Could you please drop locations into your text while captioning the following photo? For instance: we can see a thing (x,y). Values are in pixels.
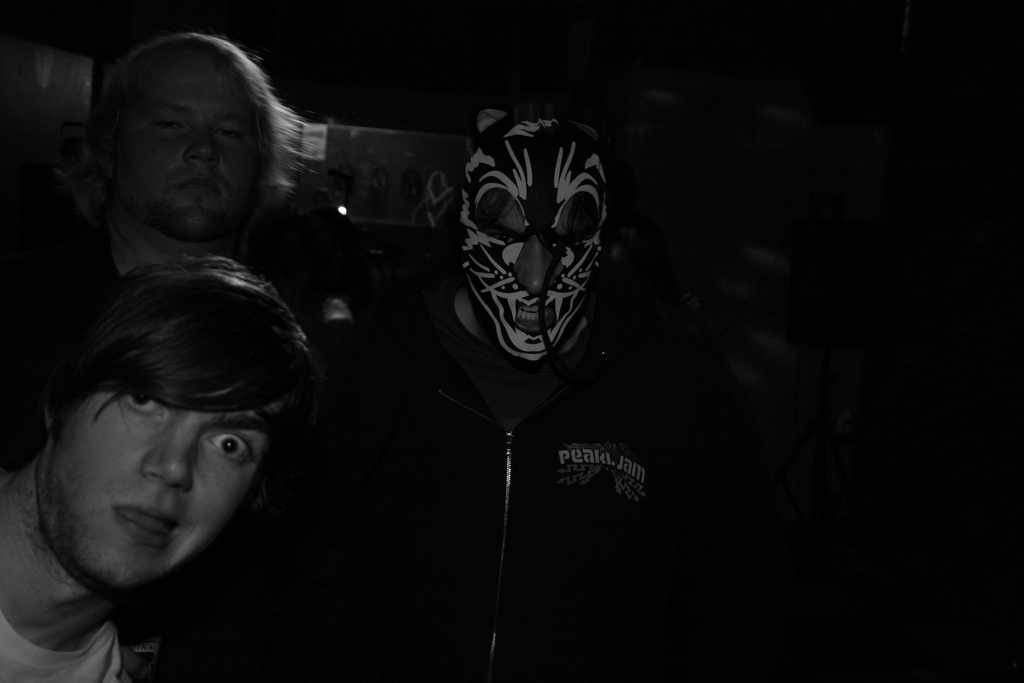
In this picture we can see there are two people (88,355) and another man (465,430) in a mask (558,308). Behind the people (406,381) there is a dark background (390,92).
